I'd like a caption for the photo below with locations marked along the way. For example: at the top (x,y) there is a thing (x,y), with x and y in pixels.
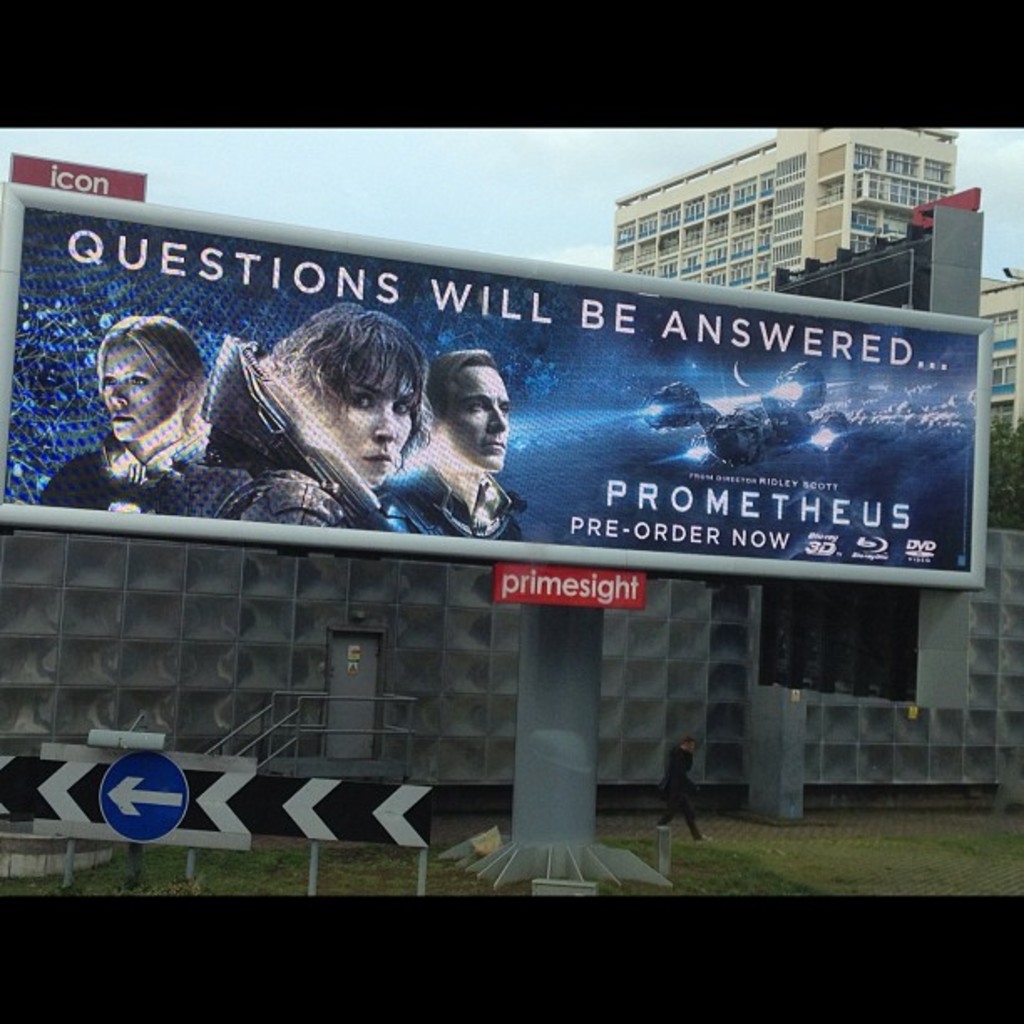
In the image in the center (618,588) we can see one pole (581,762), sign board (274,796) and one hoarding board (500,523). On the hoarding board (494,505), we can see three persons (333,470) and some text (370,300) written on it. In the background (506,219) we can see the sky (258,195), clouds (594,185) and buildings (829,163). And we can see the black color border (483,71) on the top (472,69) and bottom of the image (302,977).
